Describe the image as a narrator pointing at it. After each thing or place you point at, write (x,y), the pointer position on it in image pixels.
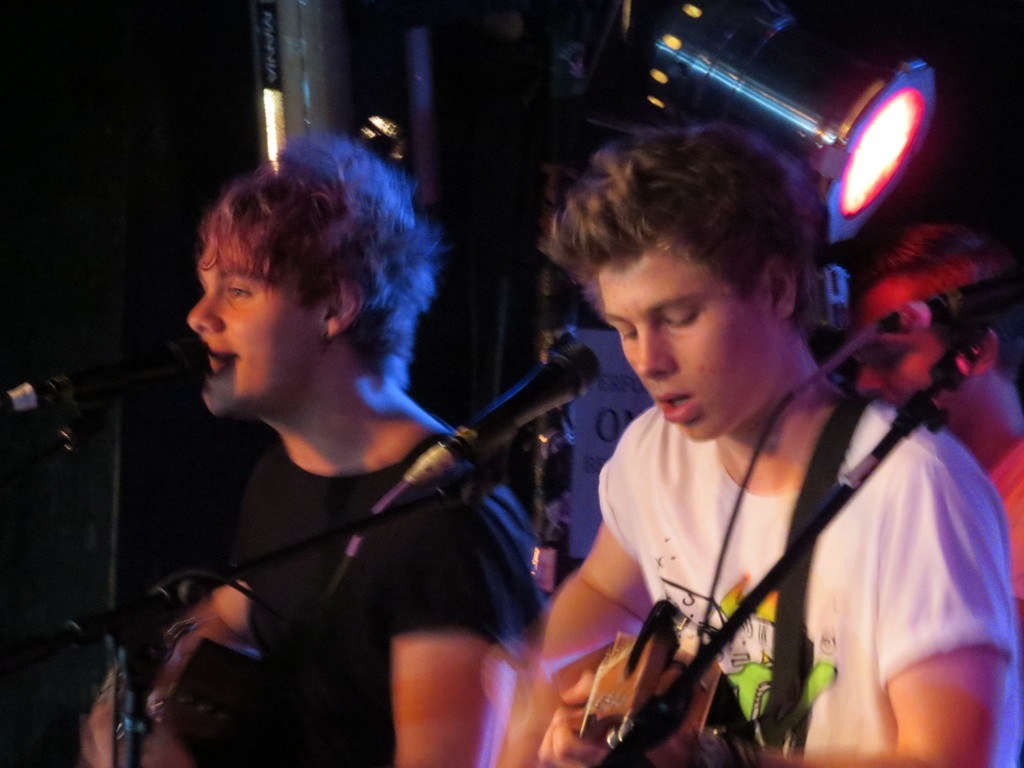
There are 3 people (615,194) here singing and performing by playing musical instruments (189,720). Behind them there is a light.
